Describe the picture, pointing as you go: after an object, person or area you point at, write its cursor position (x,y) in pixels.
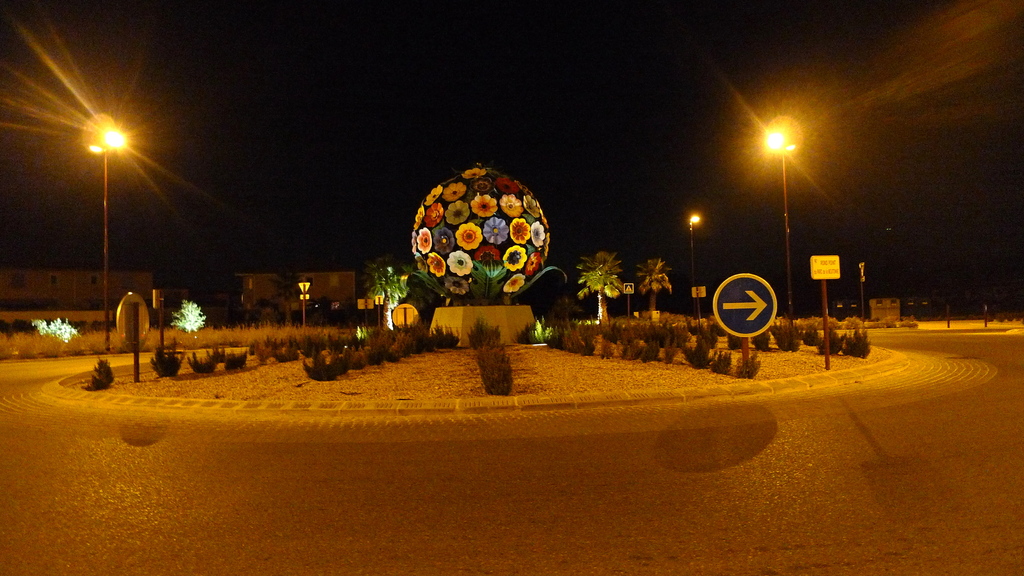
In this image we can see the night view and there are some plants (150,338) and trees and we can see a statue (464,218) in the middle of the image (501,196). There are some street lights (106,331) and sign boards (124,313) and we can see few buildings (326,298) in the background (344,300) and at the top (570,111) we can see the sky (910,51).
